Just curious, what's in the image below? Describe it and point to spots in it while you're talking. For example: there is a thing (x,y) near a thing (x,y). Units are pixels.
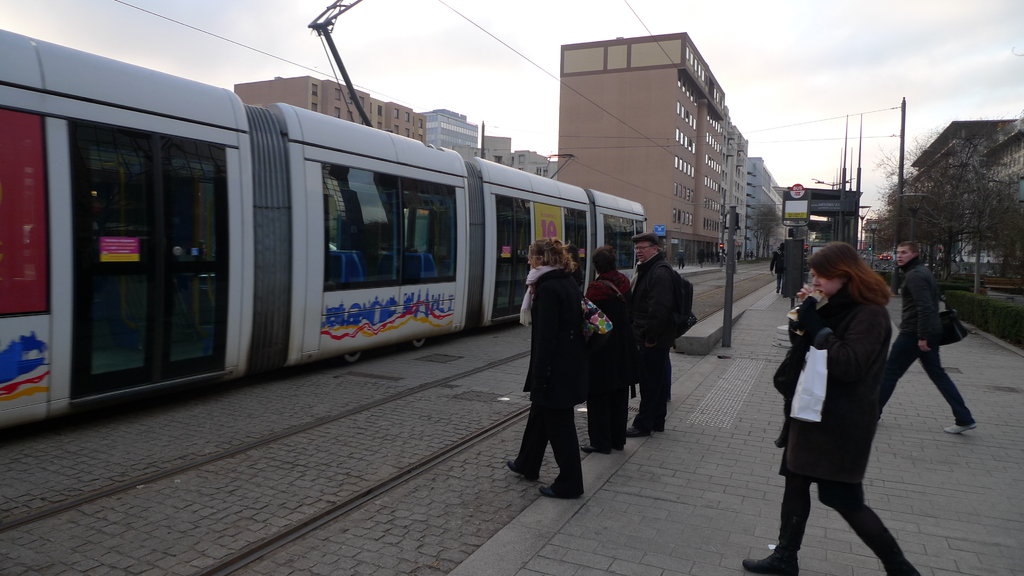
There is a train (224,231) on the track (317,369). Here we can see few persons (790,514). There are poles (864,206), trees (973,183), boards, and buildings (719,120). In the background (826,102) there is sky (851,24).
